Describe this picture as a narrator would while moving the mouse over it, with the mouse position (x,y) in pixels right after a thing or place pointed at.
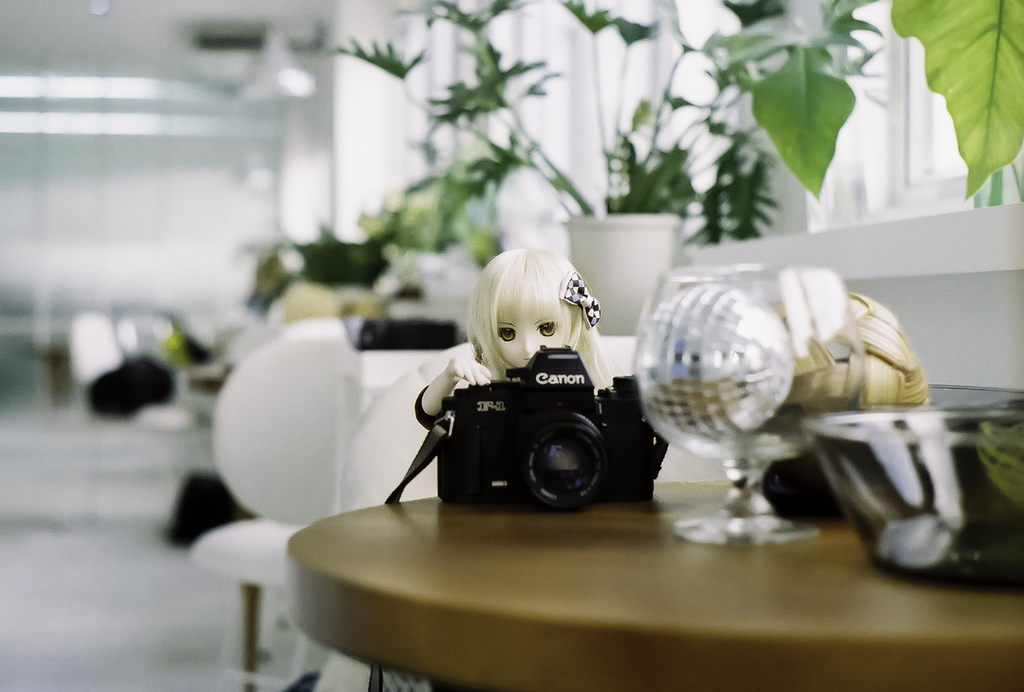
In the image there is a doll (519,279) holding camera (487,410) in which it is written as Canon and placed on table (450,603). On table (489,564) we can see a glass (674,404), bowl (884,487). On right side of the image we can see plant (672,167), flower pot (612,274). In background (301,250) we can see a wall (325,161).
